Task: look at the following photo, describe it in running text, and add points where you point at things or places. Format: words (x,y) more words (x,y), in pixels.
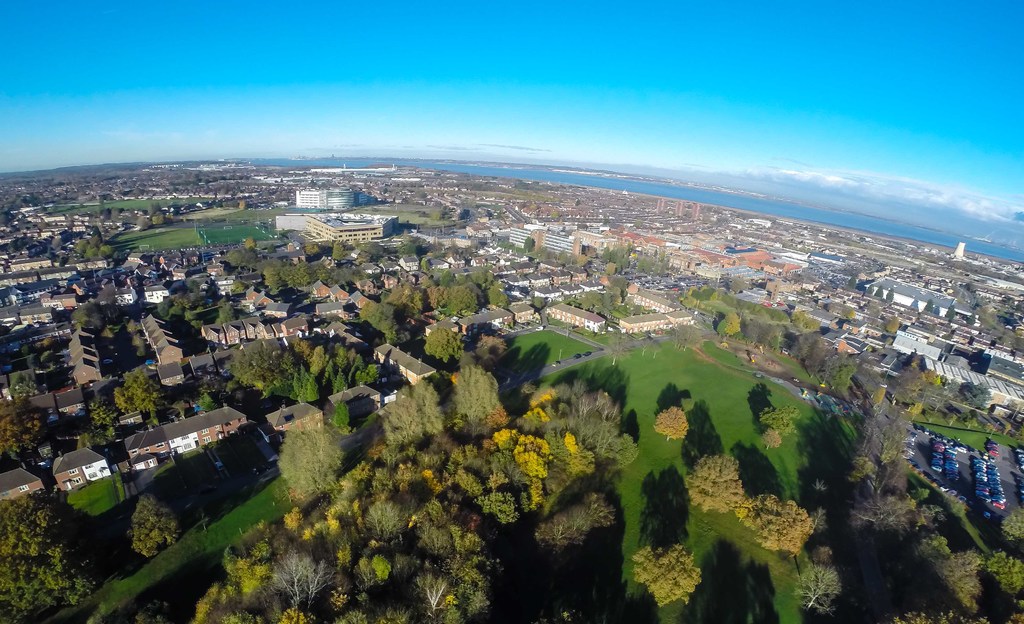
In this picture we can see trees (791,424), grass (694,387), houses (978,338), vehicles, and buildings (44,236). This is water (736,203). In the background (644,138) there is sky (879,140) with clouds (1002,201).
